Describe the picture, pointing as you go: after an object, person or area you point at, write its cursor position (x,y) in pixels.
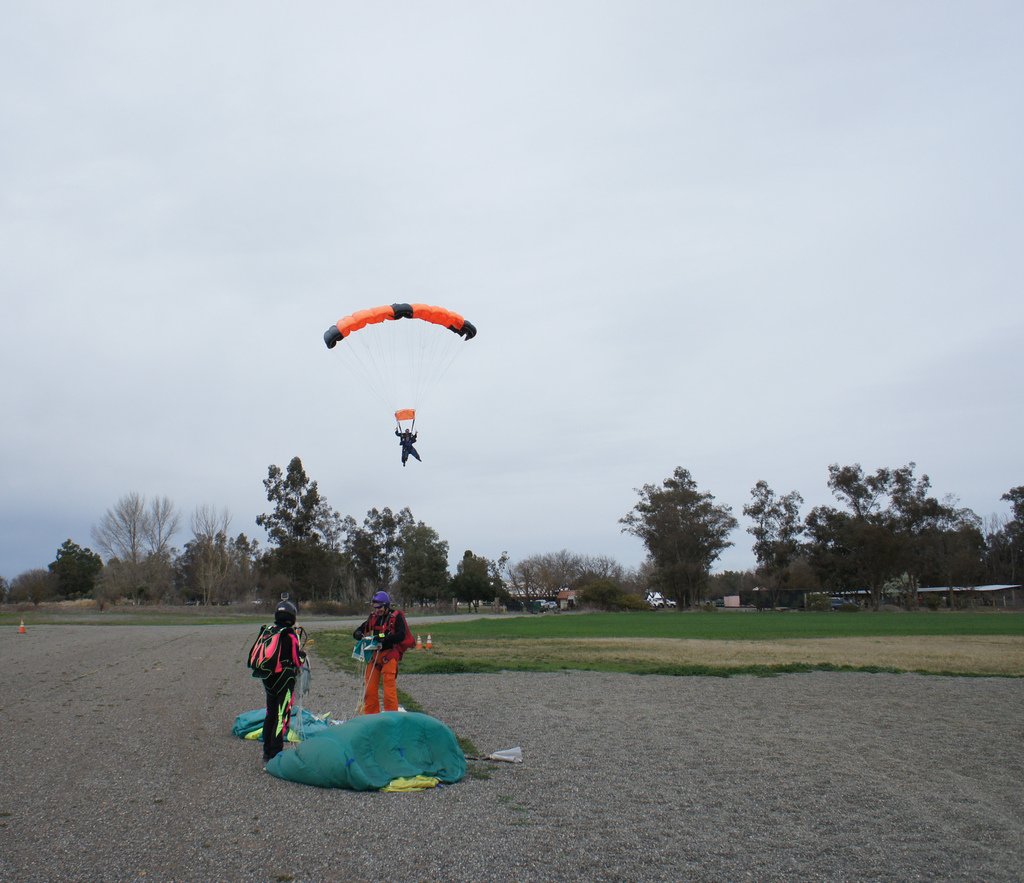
In this image I can see 2 people (373,694) standing on the ground (339,651). A person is parachuting in the sky (341,386). There are trees (919,563) and buildings (967,604) at the back (905,563). There is sky (673,243) at the top (635,231).
